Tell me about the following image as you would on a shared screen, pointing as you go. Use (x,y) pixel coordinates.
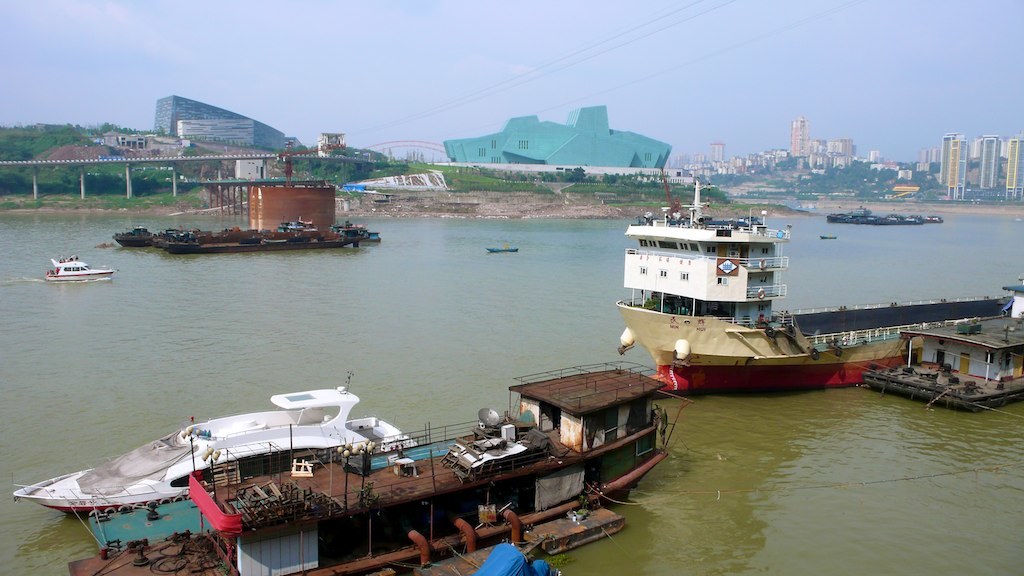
In this image I can see many boats (633,375) on the water (649,363). In the background (159,127) I can see the bridge (174,192), many trees (123,174), buildings (604,137) and the sky (496,70).
